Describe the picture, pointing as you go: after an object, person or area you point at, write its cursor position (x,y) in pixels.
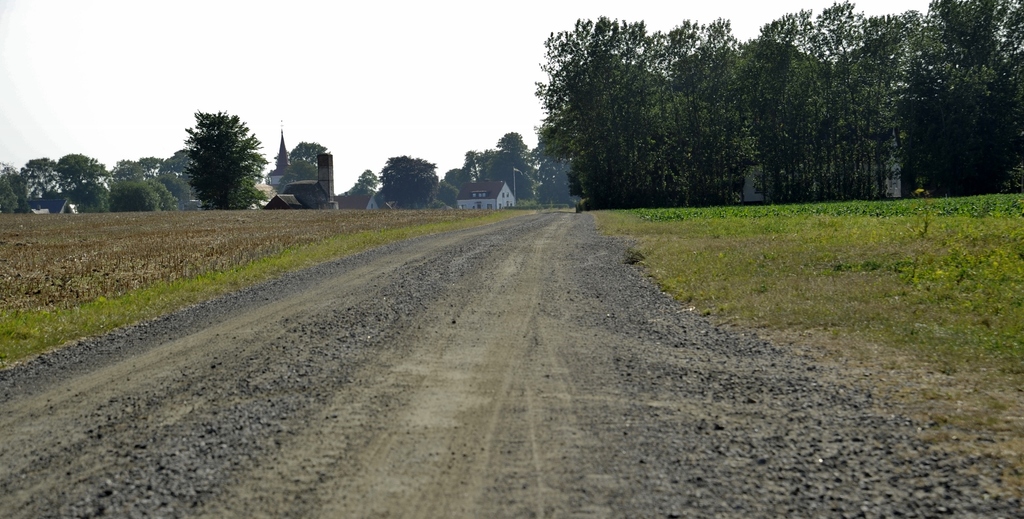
In this picture there is a way (520,236) at the bottom side of the image (485,373) and there are houses (278,164), trees (475,154), and grassland (645,212) in the image.
